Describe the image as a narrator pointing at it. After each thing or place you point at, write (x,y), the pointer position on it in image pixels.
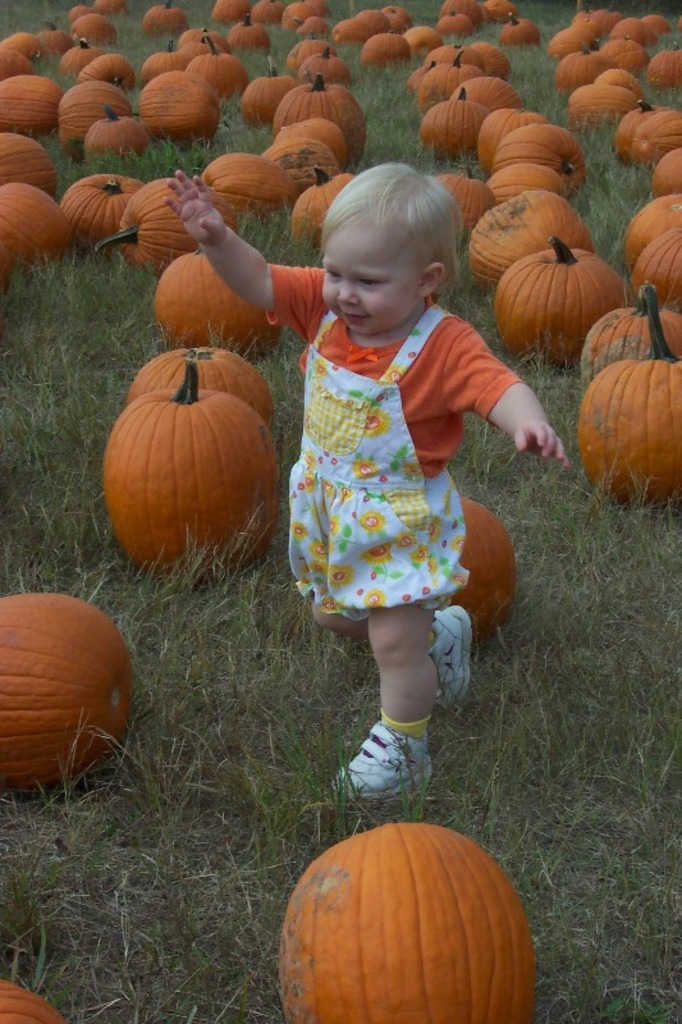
There is a girl (438,680) walking and we can see pumpkins (349,917) on the grass (240,789).
